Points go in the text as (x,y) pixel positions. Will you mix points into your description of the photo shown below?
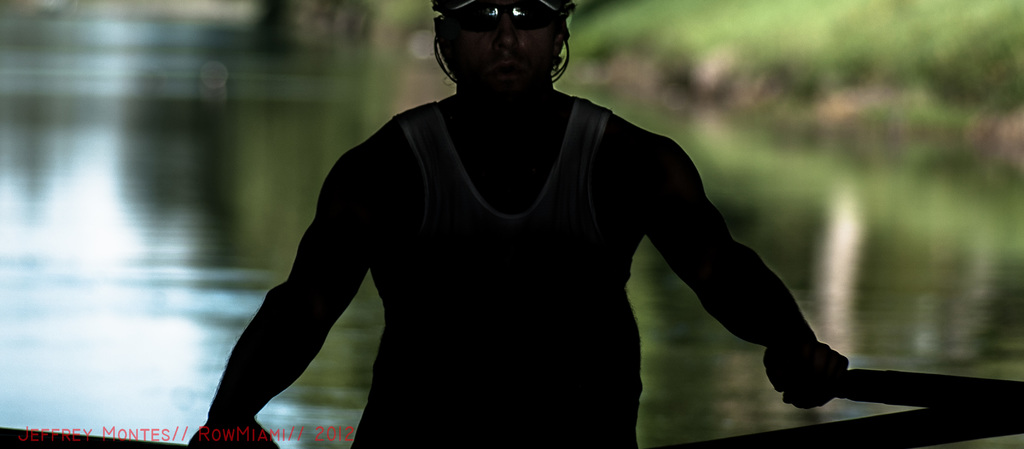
In the middle of the image (580,284) we can see a person (510,13). He is holding paddles (76,448). Behind him there is water (145,248). Background of the image (1007,260) is blur.
